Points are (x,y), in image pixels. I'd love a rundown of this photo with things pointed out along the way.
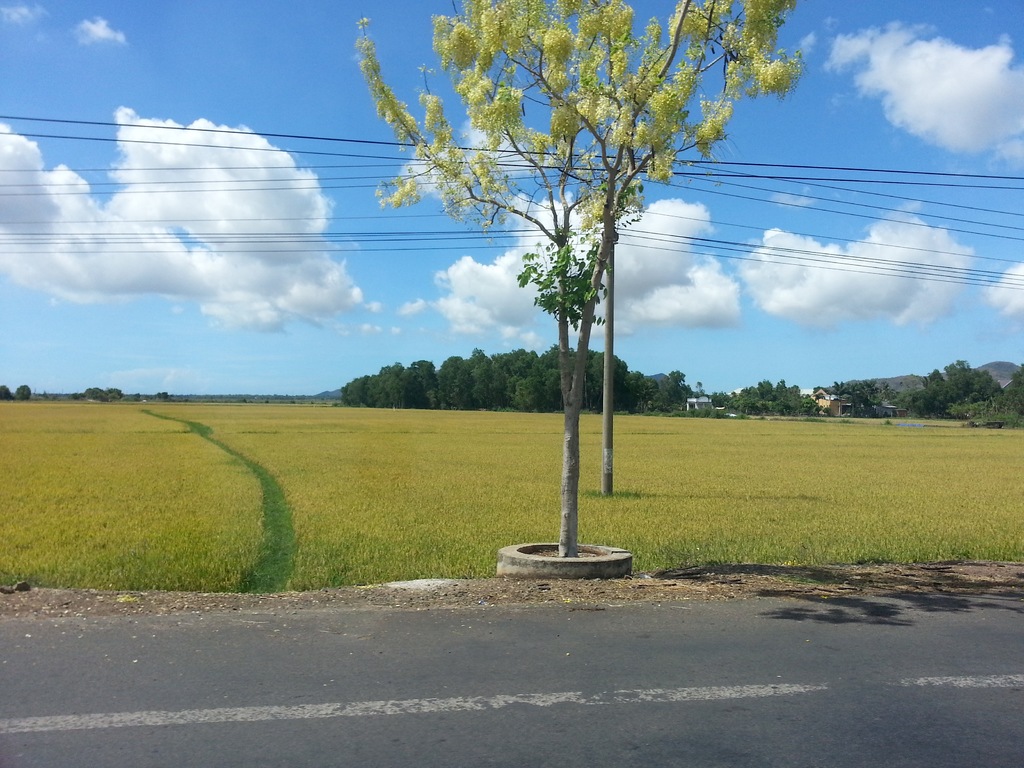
In the image there is road (494,664) in the front (891,727), behind it there is grass land (330,500) with trees (974,409) in the background (674,399) and above its sky (220,210) with clouds (203,259).
